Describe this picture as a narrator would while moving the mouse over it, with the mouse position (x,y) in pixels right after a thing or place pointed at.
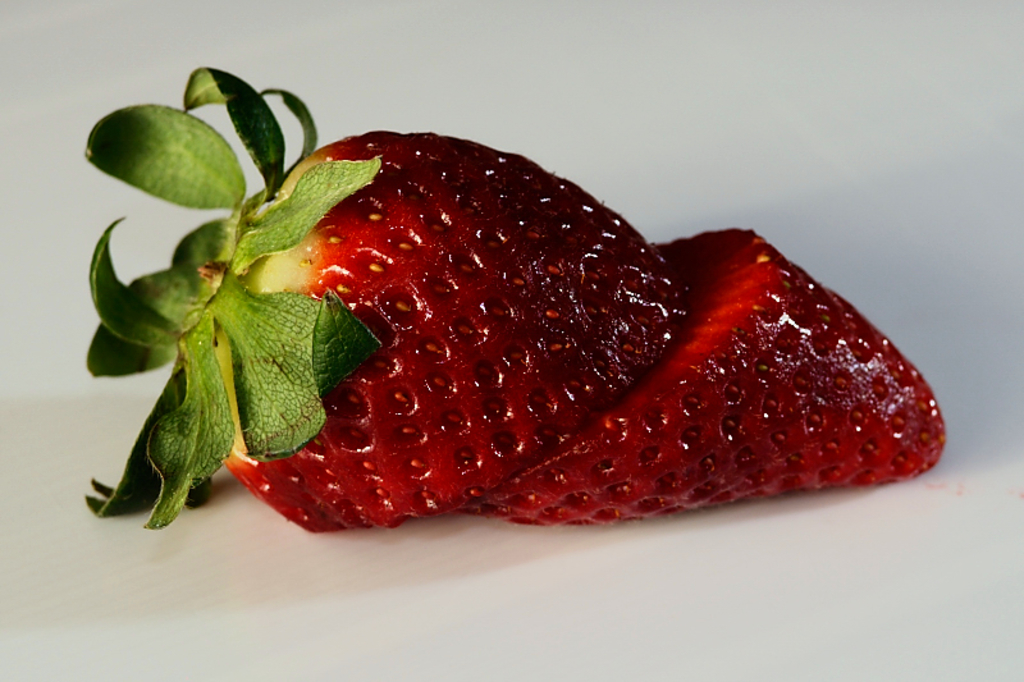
In this image we can see a sliced strawberry (614,403).
